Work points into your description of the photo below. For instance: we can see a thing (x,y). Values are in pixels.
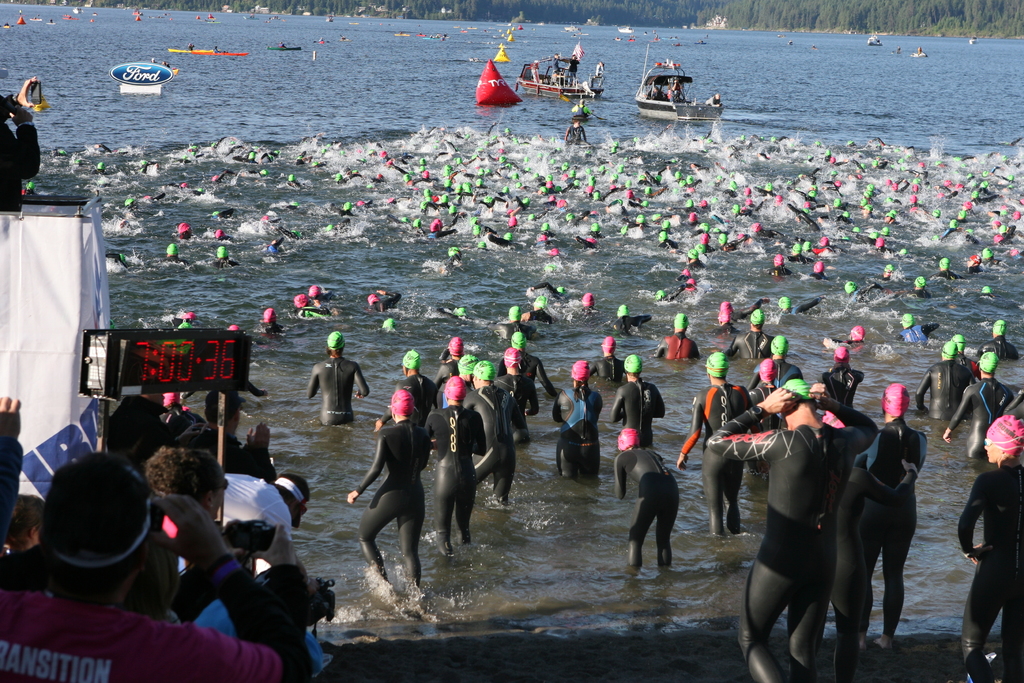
Here in this picture we can see number of people (488,432) walking in to the water (603,448), as we can see all of them are wearing wet suits (712,402) on them and wearing caps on them and we can see some people (693,260) are in the water (516,251) swimming over there and on the left side (258,612) we can see people (281,634) standing and watching them over there and we can also see a watch (185,349) present over there and in the water (261,55) we can see boats (641,87) present over there and in the far we can see plants (156,4) and trees (156,4) present all over there.
